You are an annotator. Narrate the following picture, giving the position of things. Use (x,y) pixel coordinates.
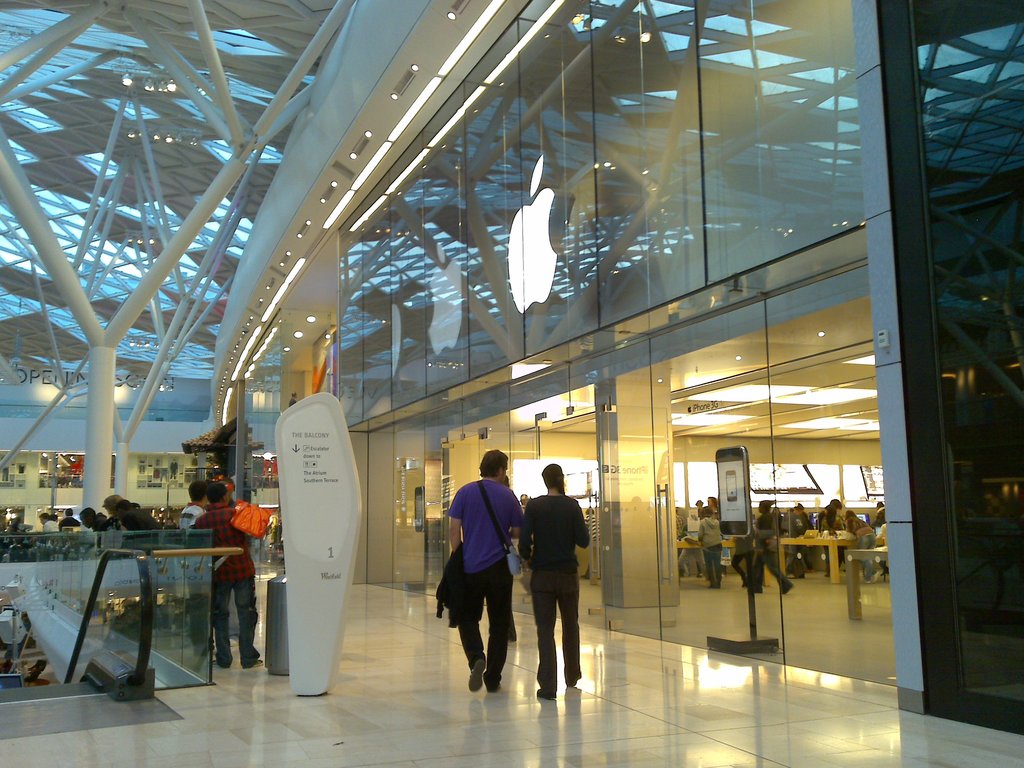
In the picture we can see a shopping mall (408,656) with a glass walls (865,426) and shops (685,426) with glass doors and inside it we can see some tables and something is placed on it and outside the shop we can see two people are walking on the floor (630,711) with some bags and some people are standing near the railing (191,668) and escalator (102,684) behind them and to the ceiling (67,230) we can see some lights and some poles (96,438).
